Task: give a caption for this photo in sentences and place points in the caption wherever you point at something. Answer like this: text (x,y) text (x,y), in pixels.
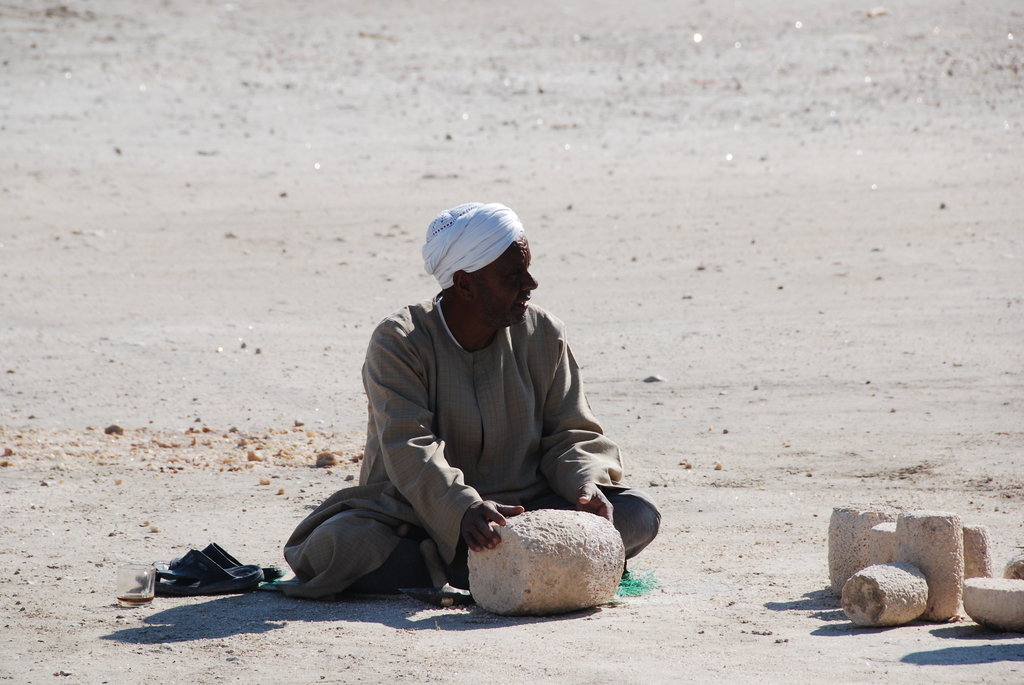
In this picture I can see there is a person (304,594) sitting on the floor (694,666) and he is holding a white color object (515,590) and is looking at right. There are a pair slippers (203,571) at left (193,560) and there are few more rocks (848,580) at right side (914,575).
